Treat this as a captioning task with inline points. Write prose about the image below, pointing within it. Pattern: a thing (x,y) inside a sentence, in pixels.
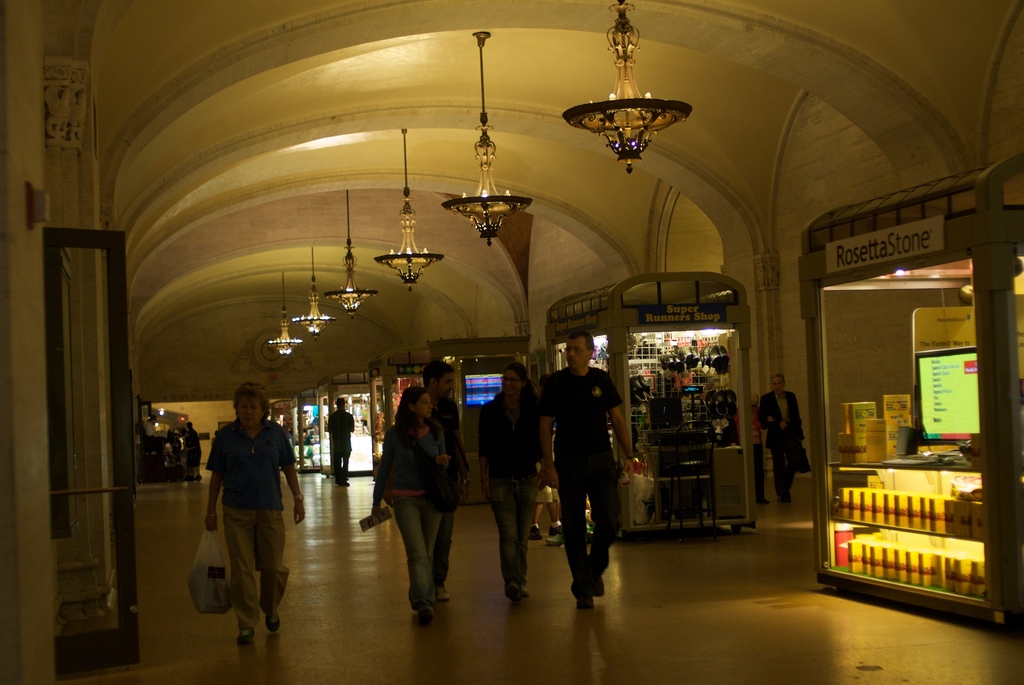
In this image there are people (481,465) walking. On the right side (903,473), there are stalls (748,446). On the left side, there is a wall (39,492). In the background (192,416) there is one way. There is a roof (652,68) with some lights (622,141).
